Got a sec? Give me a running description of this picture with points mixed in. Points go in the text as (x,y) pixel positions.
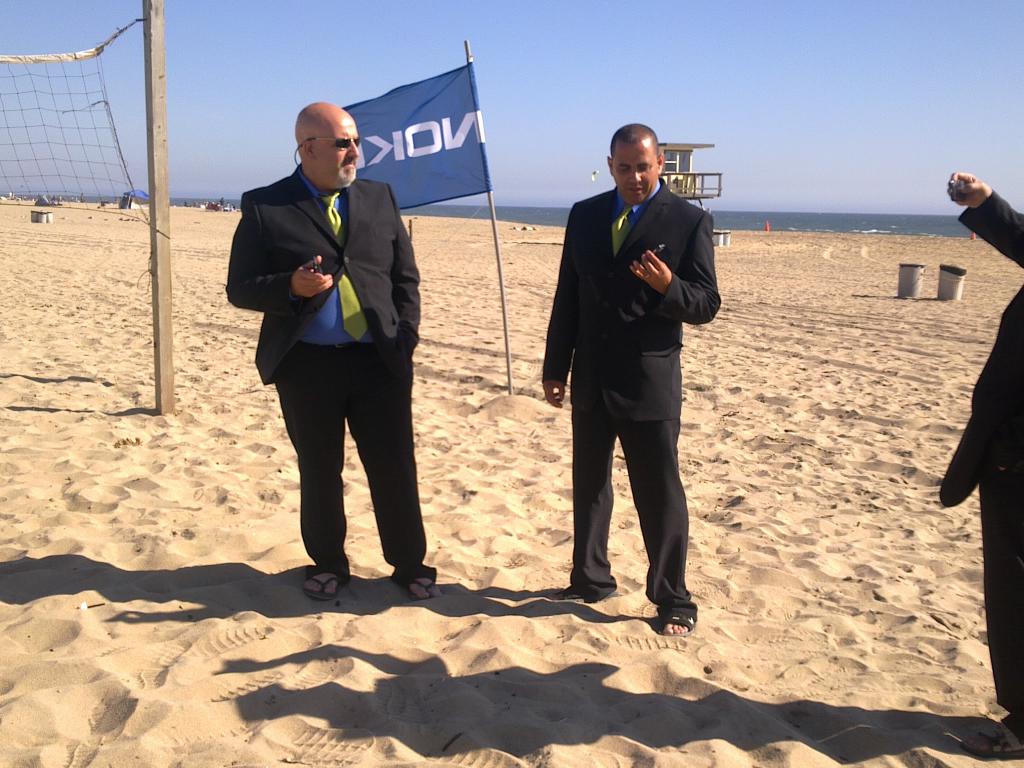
In this image I see 3 men (614,327) who are wearing black color suits (995,565) and I see the sand (793,573) and I see that there is a net (72,55) over here on this wooden pole (170,307). In the background (391,125) I see a flag (425,96) on which there is a word (389,138) written and I see bins (960,291) and I see the water (888,222) and the sky (488,49) and I see the shadows (3,589) over here.
